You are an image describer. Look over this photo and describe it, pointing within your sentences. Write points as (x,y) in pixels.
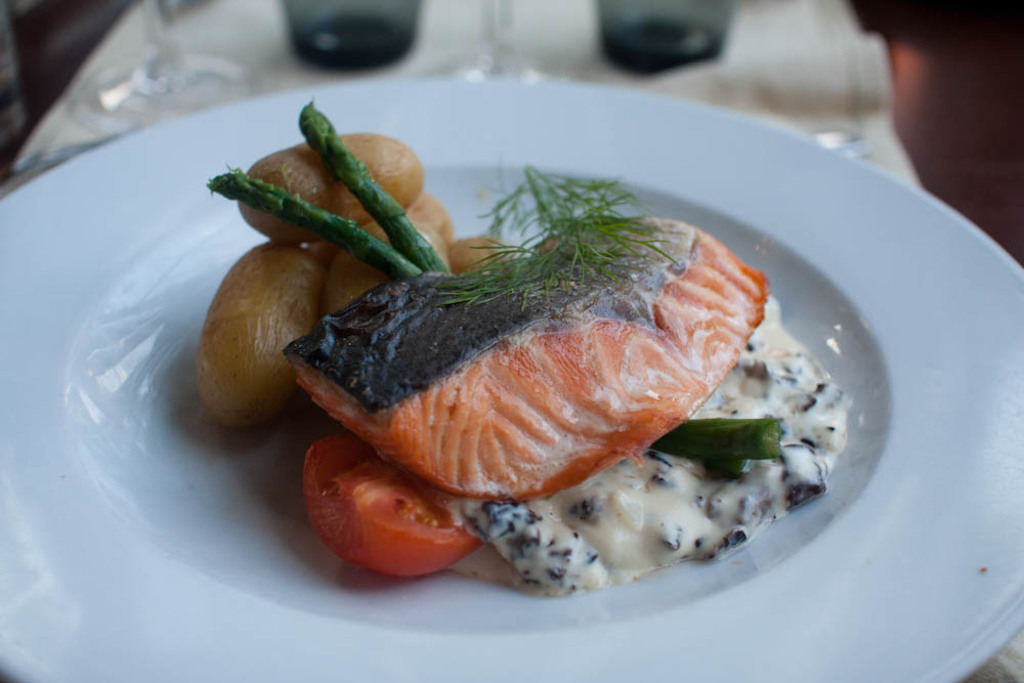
In this picture we can see food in the plate (239,434) and in the background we can see few objects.
